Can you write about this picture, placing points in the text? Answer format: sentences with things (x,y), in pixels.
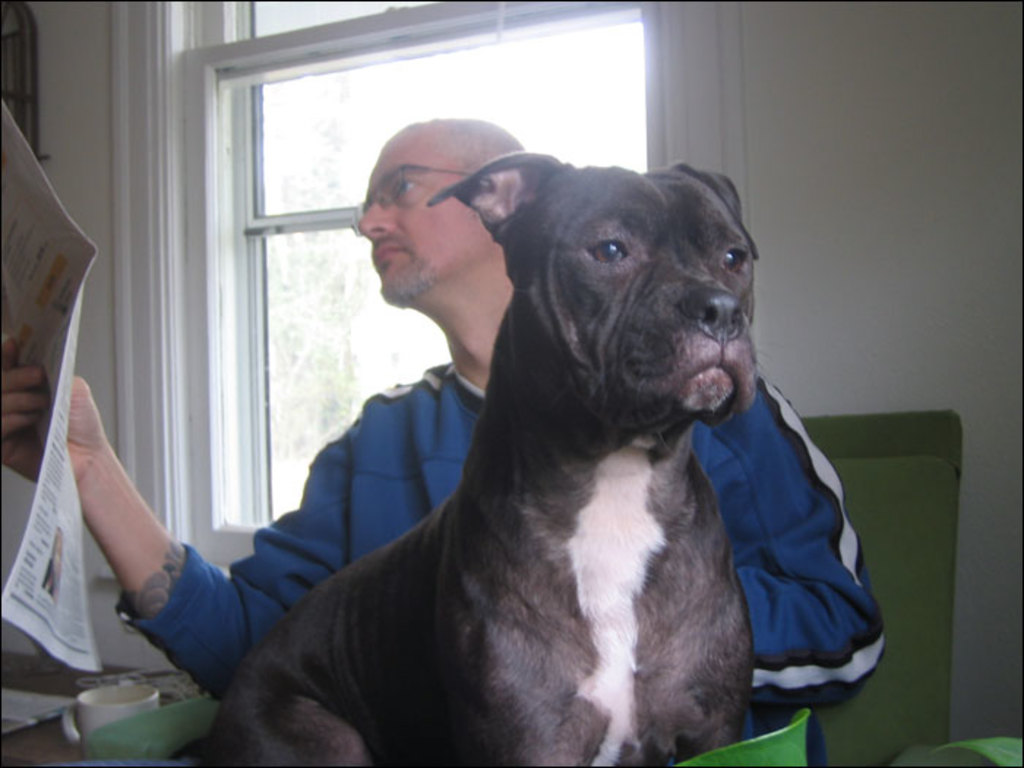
A man (39,451) on the chair (855,727) holding a newspaper (14,309) in his right hand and there is a window (263,420) on his right hand side and a dog (389,603) on his left hand side.
